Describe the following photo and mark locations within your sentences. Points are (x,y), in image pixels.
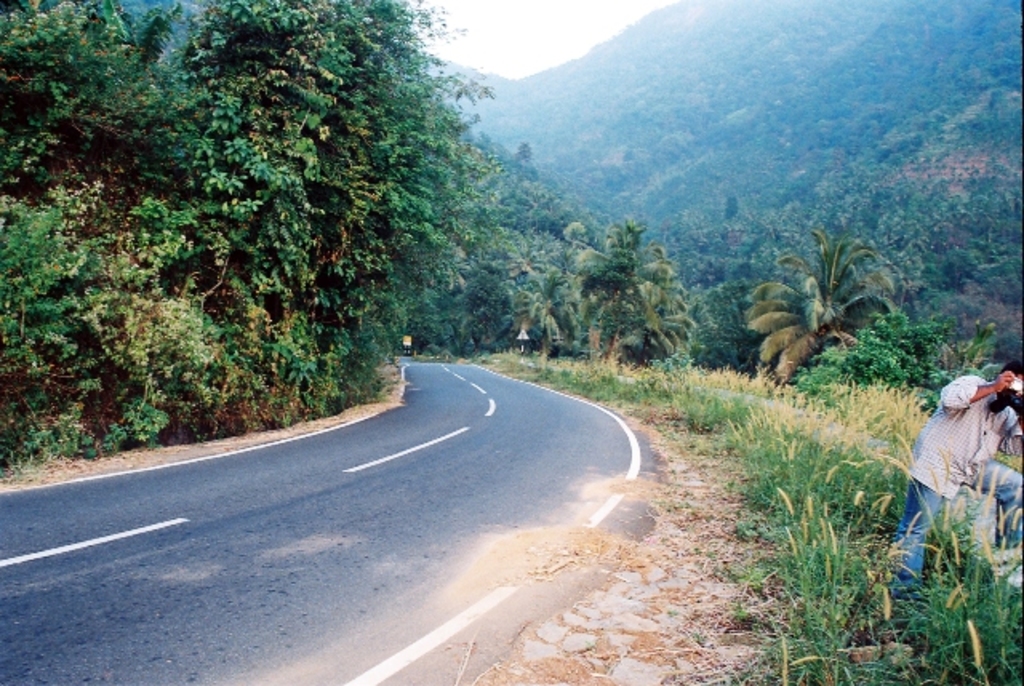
On the right side of the image (915,486) we can see one person (920,504) is standing and he is holding a camera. In the background (662,61) we can see the sky (507,66), hills (528,107), trees (467,154), plants (790,379), sign boards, road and a few other objects (748,401).
